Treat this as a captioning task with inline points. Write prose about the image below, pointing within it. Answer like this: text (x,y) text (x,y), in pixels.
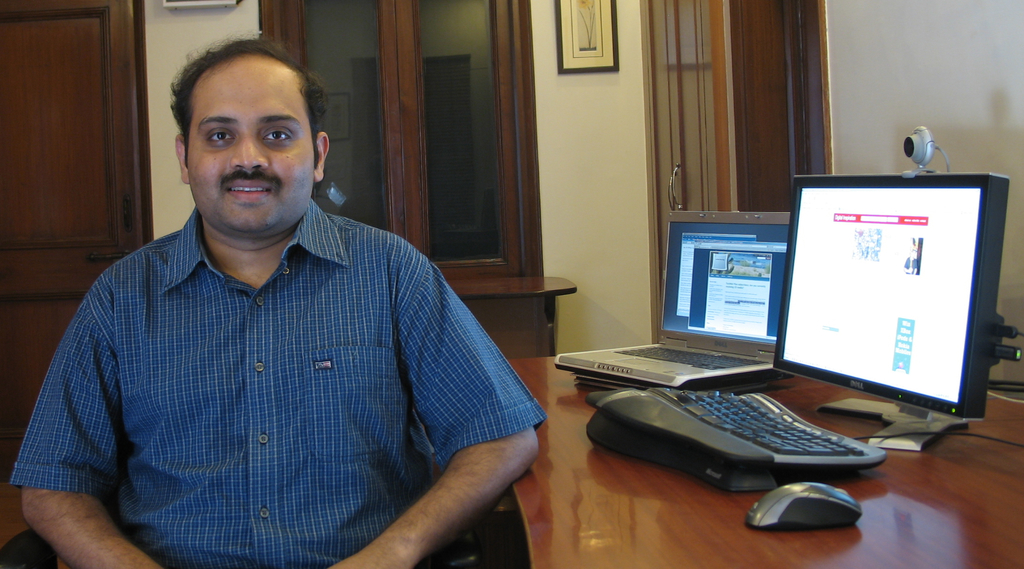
In this picture a blue shirt guy (282,290) is sitting beside the table (573,459) with monitors (817,309) in front of him. In the background (350,62) we observe glass windows (445,123) and there is a brown door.
